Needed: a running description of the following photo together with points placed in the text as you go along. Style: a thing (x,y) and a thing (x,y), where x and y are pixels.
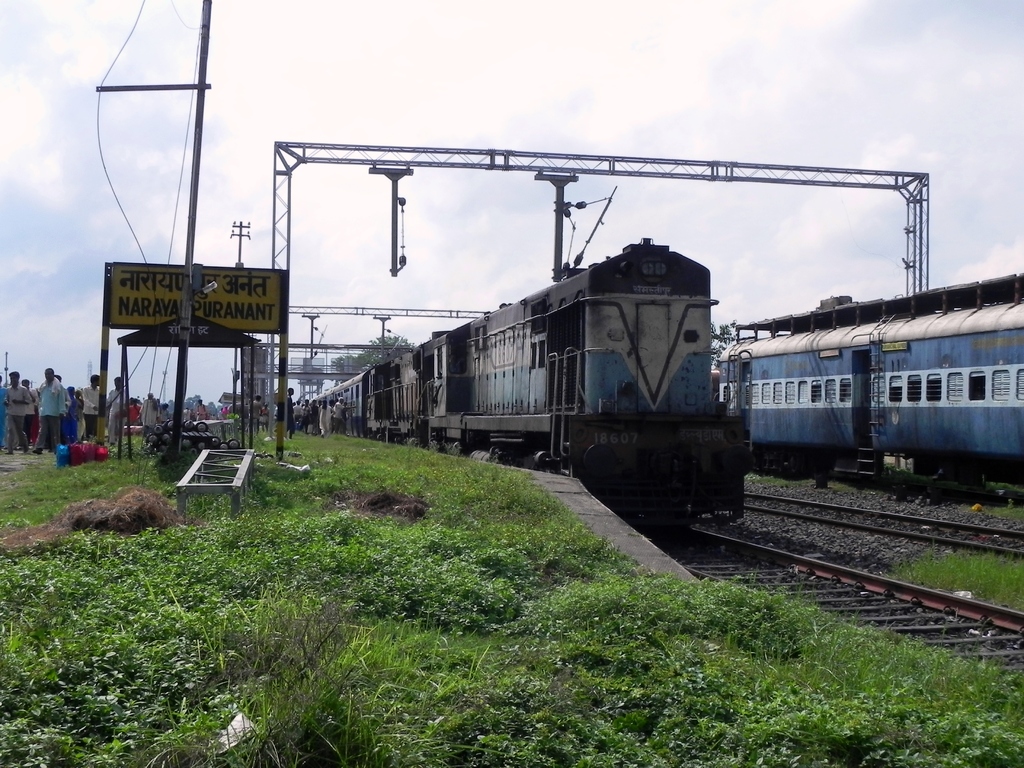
There are railway tracks (752,496). Near to that there are stones (858,541). On the tracks (838,514) there are trains (736,376). Also there are electric poles (406,309). On the left side (50,389) there are people (74,403), name board (164,293) with poles (252,364). On the ground (341,554) there are plants (588,665). In the background (855,150) there is sky (220,157).
